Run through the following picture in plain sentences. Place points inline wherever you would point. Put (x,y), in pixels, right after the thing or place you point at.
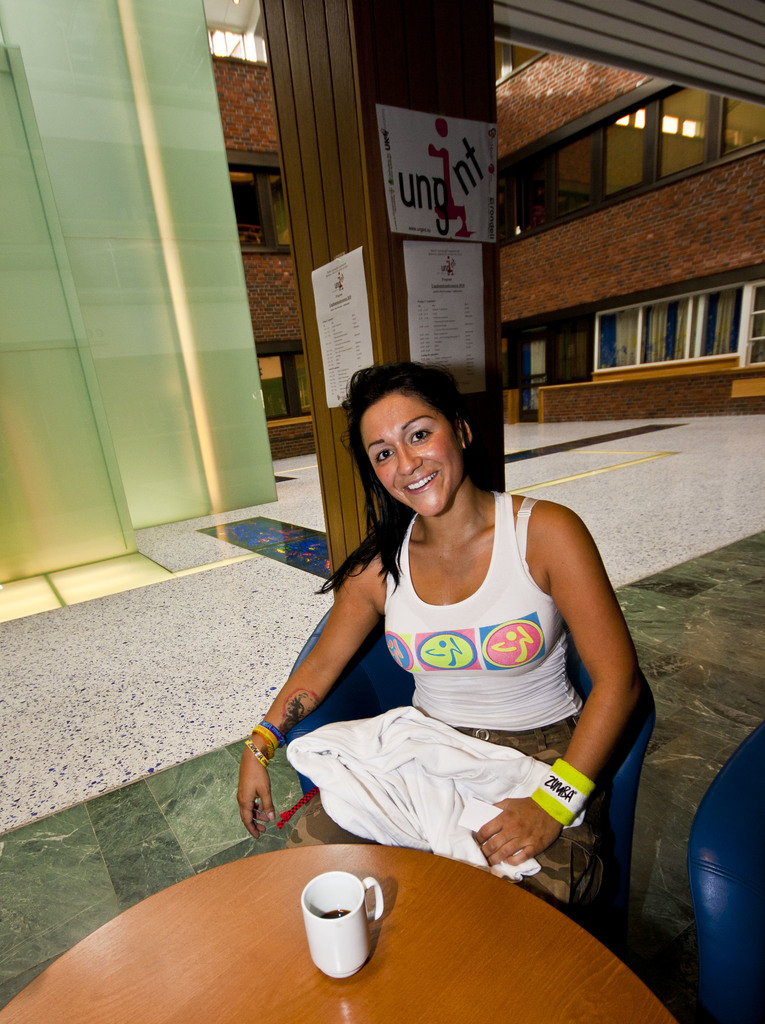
This picture is clicked inside. In the foreground (336,965) there is a white color coffee mug (361,943) placed on the wooden table (487,938) and there is a woman (453,548) wearing white color t-shirt (504,552), smiling and sitting on the blue color chair (634,714). In the background (330,8) we can see the wooden pillar (336,22) and we can see the posters (412,251) attached to the pillar (352,205) and we can see the text (401,180) on the posters (423,280). In the background (263,95) we can see the brick wall (221,101), windows (701,344), curtains (734,313), floor (243,556) and the roof (623,49).
